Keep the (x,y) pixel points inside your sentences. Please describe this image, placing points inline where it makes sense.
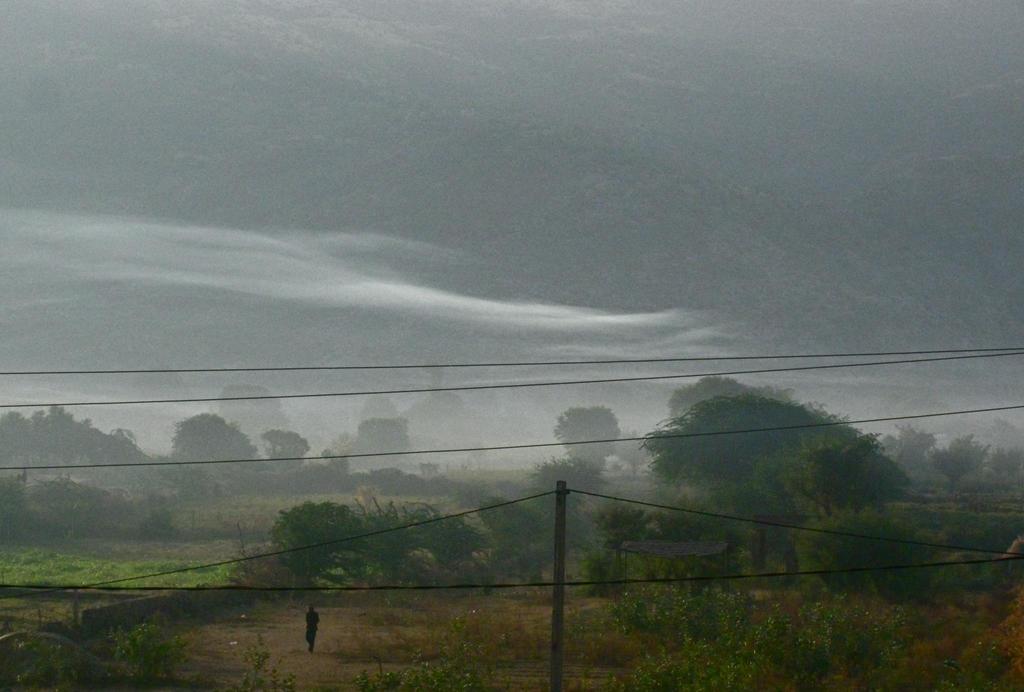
In this image there are many trees (589,539). There is a person (312,628) walking on the ground (324,657). Image also consists of a pole (562,510) with wires (197,588). At the top (495,124) there is a cloudy sky (486,245).
